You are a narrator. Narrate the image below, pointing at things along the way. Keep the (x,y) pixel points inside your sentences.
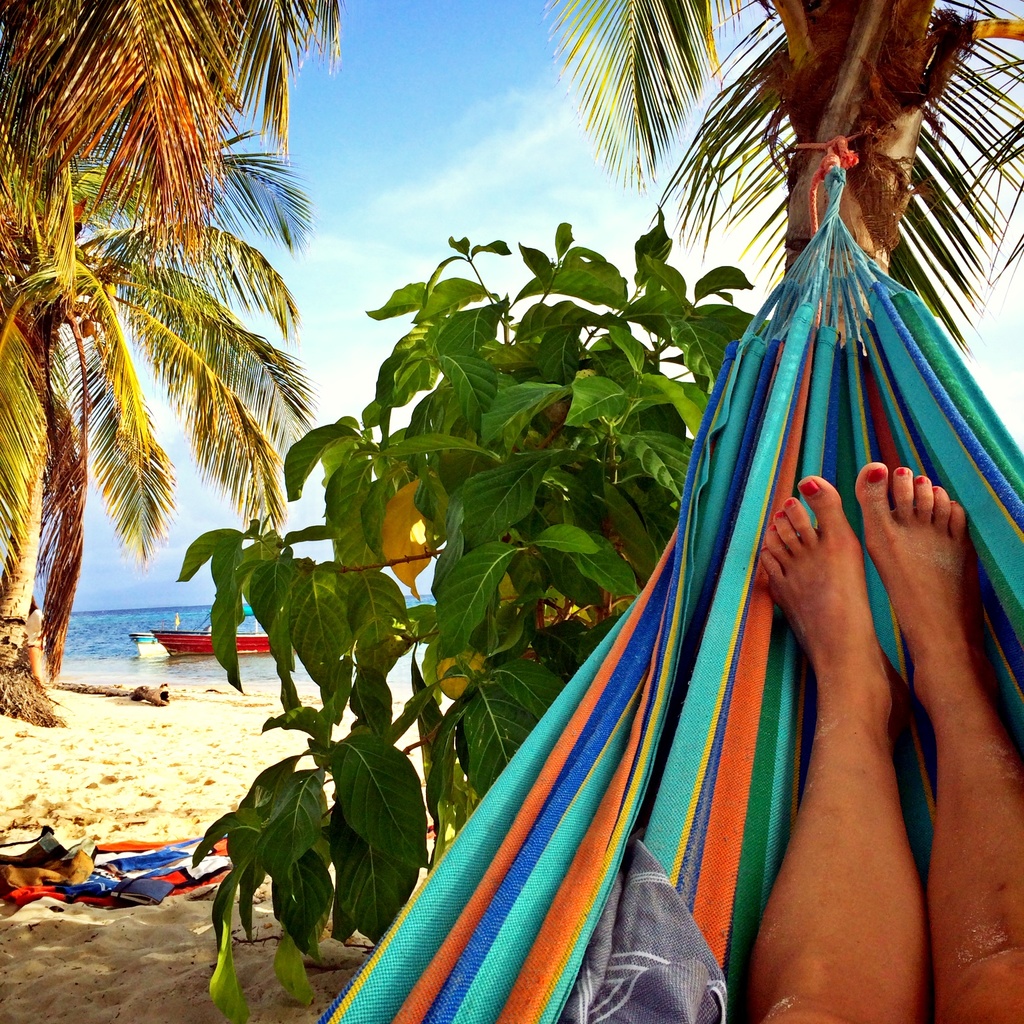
On the right side (738,598) we can see a hammock (744,414) tied with a tree (834,135). We can see a person's legs (852,867) in that. In the back (561,582) there are trees (195,261) and sand (103,735). In the background (110,614) there is water (138,629). In that there are boats (161,634). Also there is sky (373,244) in the background (352,281). On the sand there are some items (78,891).
